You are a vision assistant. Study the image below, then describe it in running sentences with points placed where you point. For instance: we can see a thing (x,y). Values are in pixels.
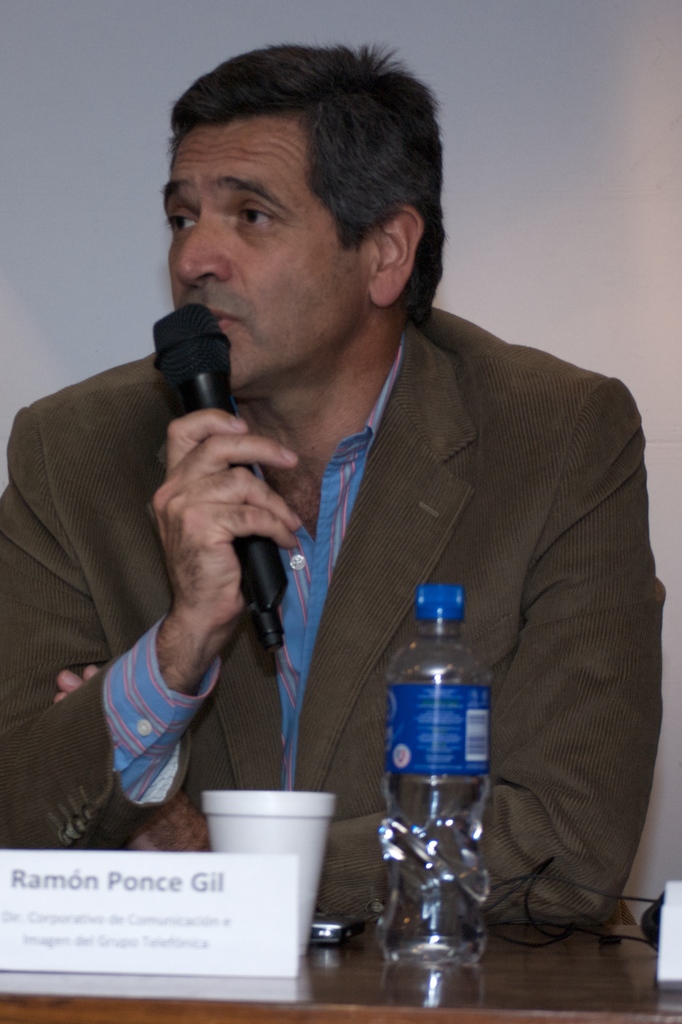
In the center (407,596) we can see one person (209,532) sitting and holding microphone (218,351). In the bottom (389,1023) we can see table (328,971), on table (318,975) we have some objects (278,927).
